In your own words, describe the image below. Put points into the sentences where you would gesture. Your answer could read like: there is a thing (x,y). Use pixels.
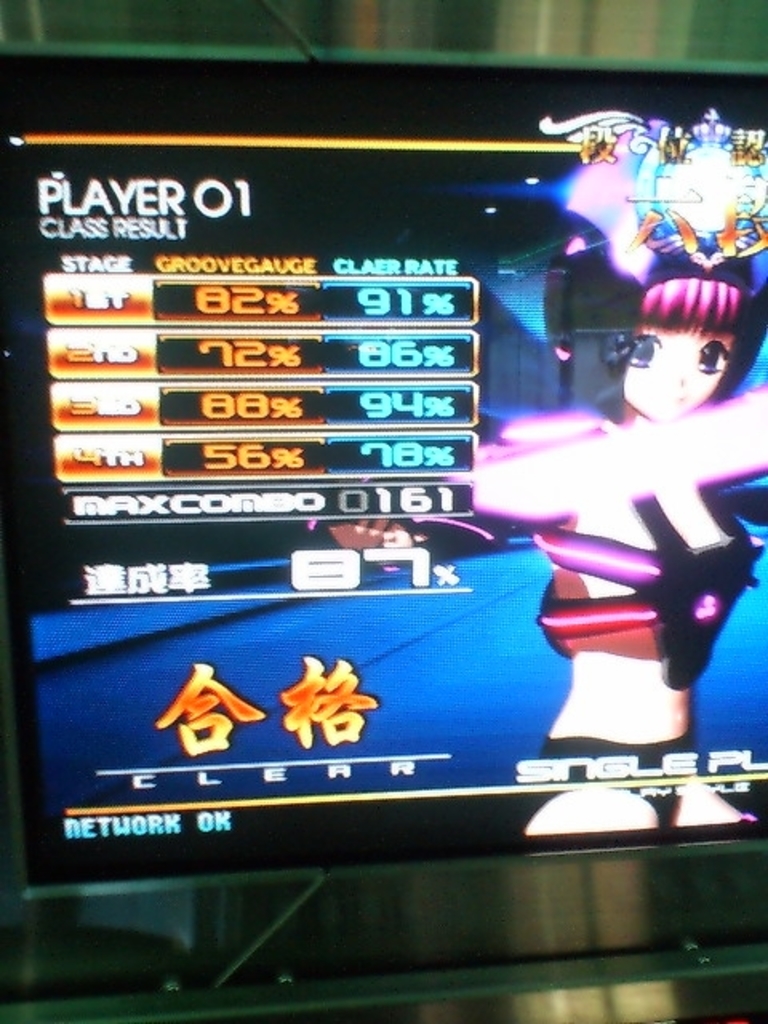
In this image I can see the screen (331,598). In the screen (457,568) I can see the person (574,500) and something is written. And there is a blurred background (398,32).
